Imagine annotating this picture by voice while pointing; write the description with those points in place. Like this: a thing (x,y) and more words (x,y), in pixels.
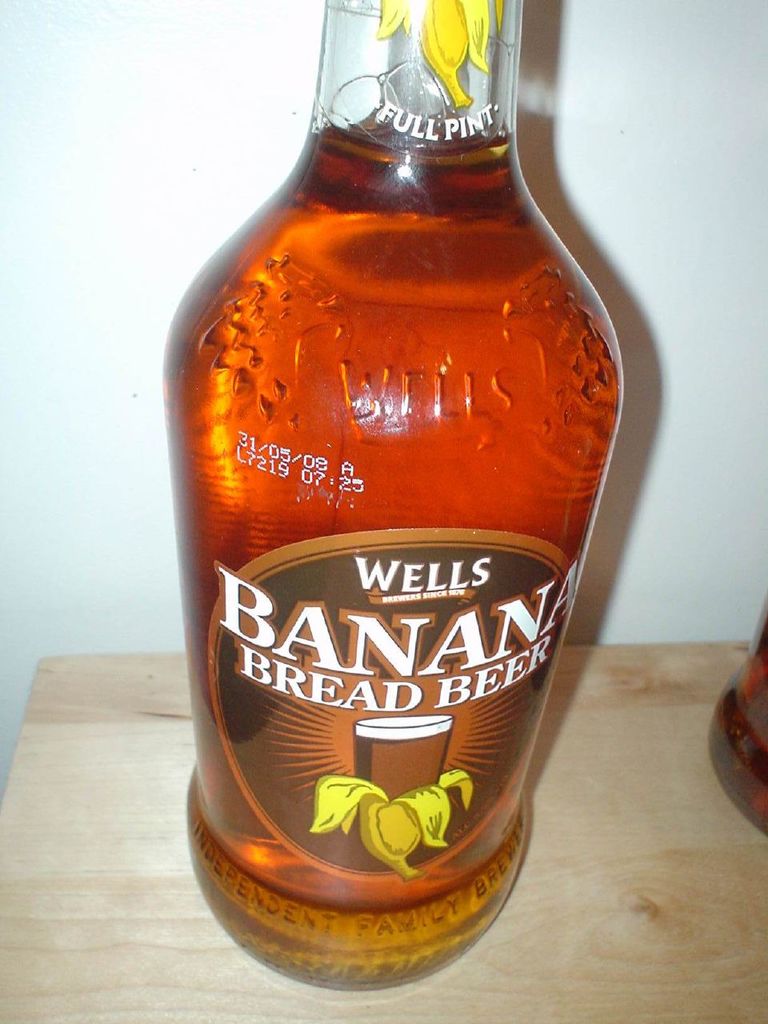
There is a beer bottle (385,551) placed on the table (512,931) and there is another bottle (755,729) in the right corner (748,716).
